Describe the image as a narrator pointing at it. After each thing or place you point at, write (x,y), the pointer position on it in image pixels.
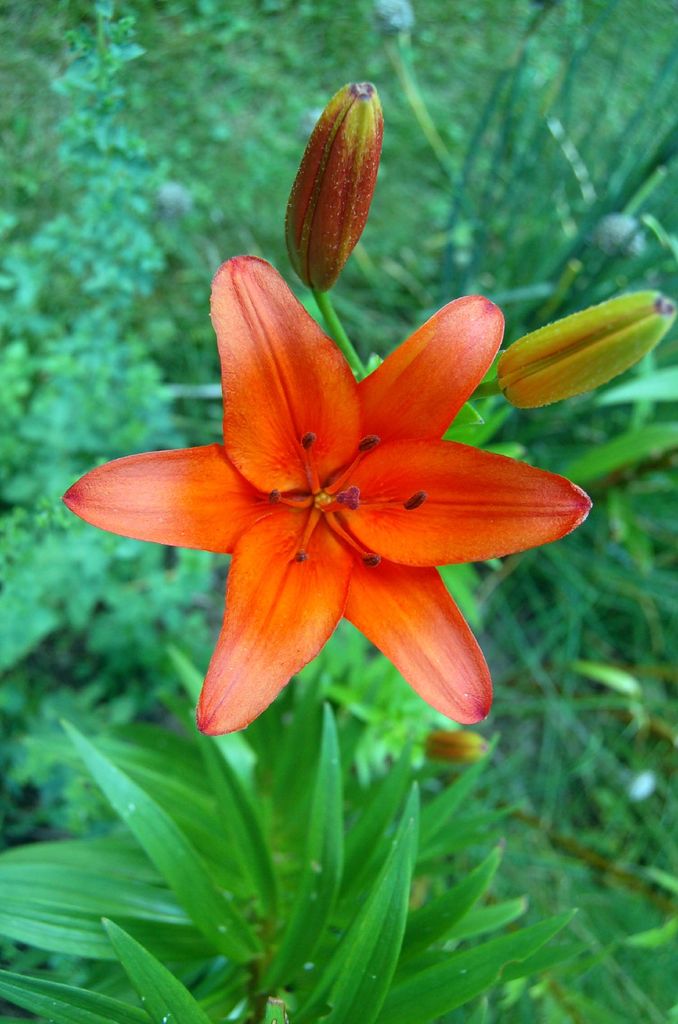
In this image we can see a orange flower (319,496) on a plant (265,767) along with few buds (555,320). In the background (474,131) we can see group of plants (197,62).
